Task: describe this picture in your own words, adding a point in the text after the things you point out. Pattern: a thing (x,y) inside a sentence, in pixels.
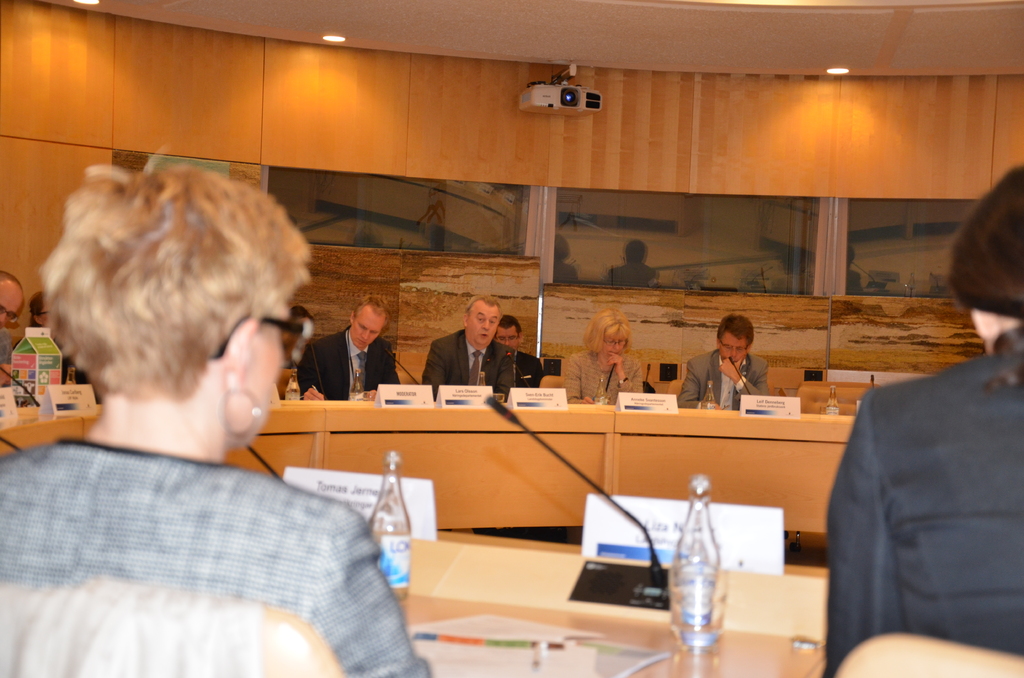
This image is clicked in a room (571,397). There are lights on the top (772,3). There are tables (746,653) in this image and people (240,524) are sitting around the tables (581,627) on chairs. On the table (509,607) there are mike's (617,573), name boards (673,549), Water bottles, papers (518,637), pens (531,648).
